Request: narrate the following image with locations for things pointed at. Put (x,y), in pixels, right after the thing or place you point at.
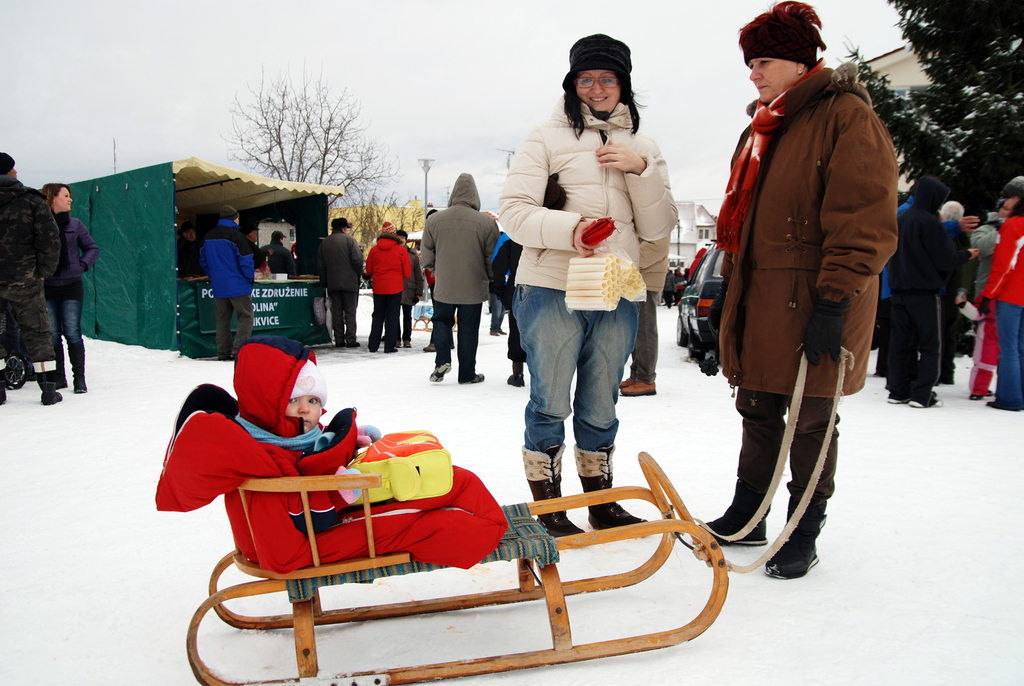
In this picture I can see few people (643,265) are standing and I can see buildings (399,212), trees (988,160) and a baby (325,508) on the cart (311,518) and I can see snow (147,642) on the ground (336,352) and I can see text (254,314) and a cloudy sky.
